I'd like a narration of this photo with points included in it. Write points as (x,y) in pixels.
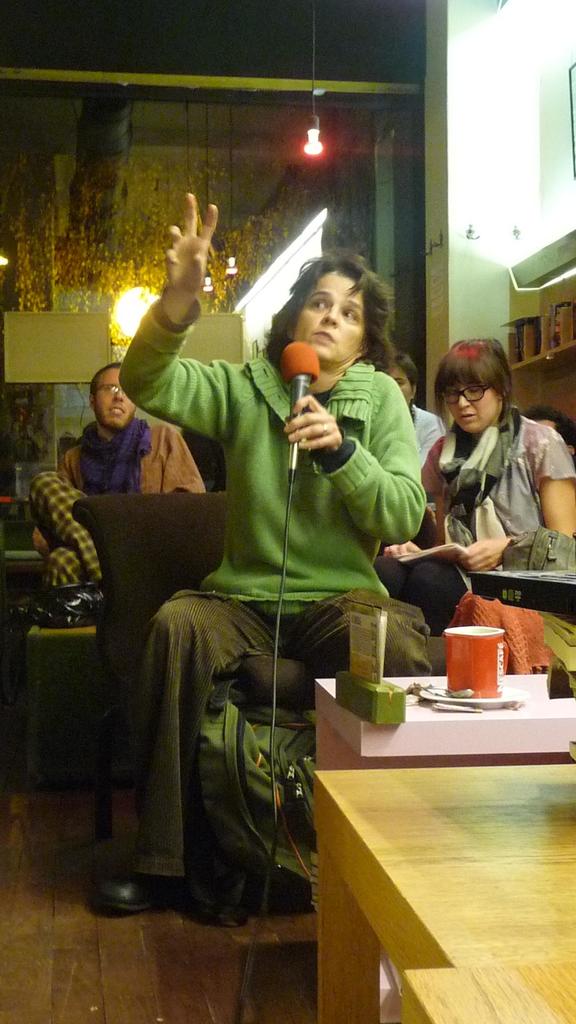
Here a woman (289,549) is sitting and holding microphone (295,466) in her hand (313,435), behind her there are few people (474,513) and wall (482,65). In front of her there is a table (495,735), on the table (557,737) there is a cup (461,681).
